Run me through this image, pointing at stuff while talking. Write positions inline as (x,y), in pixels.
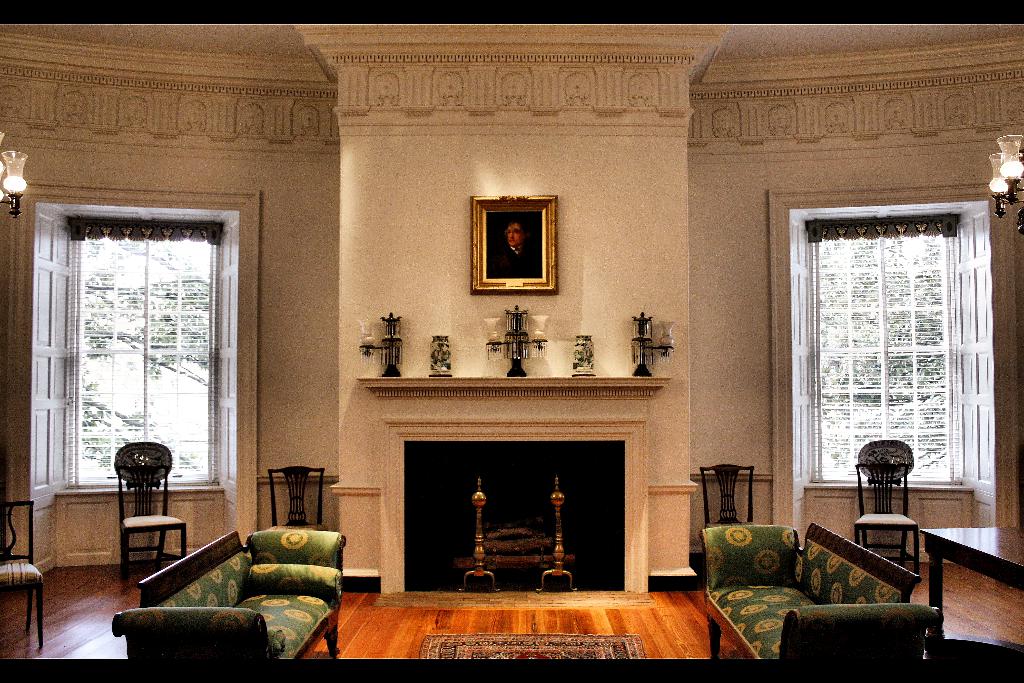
This is a room (117,545) where sofa's (842,609) are kept on the either side and windows (937,476) are opened and there is a photo frame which is fixed to a wall (604,193).
